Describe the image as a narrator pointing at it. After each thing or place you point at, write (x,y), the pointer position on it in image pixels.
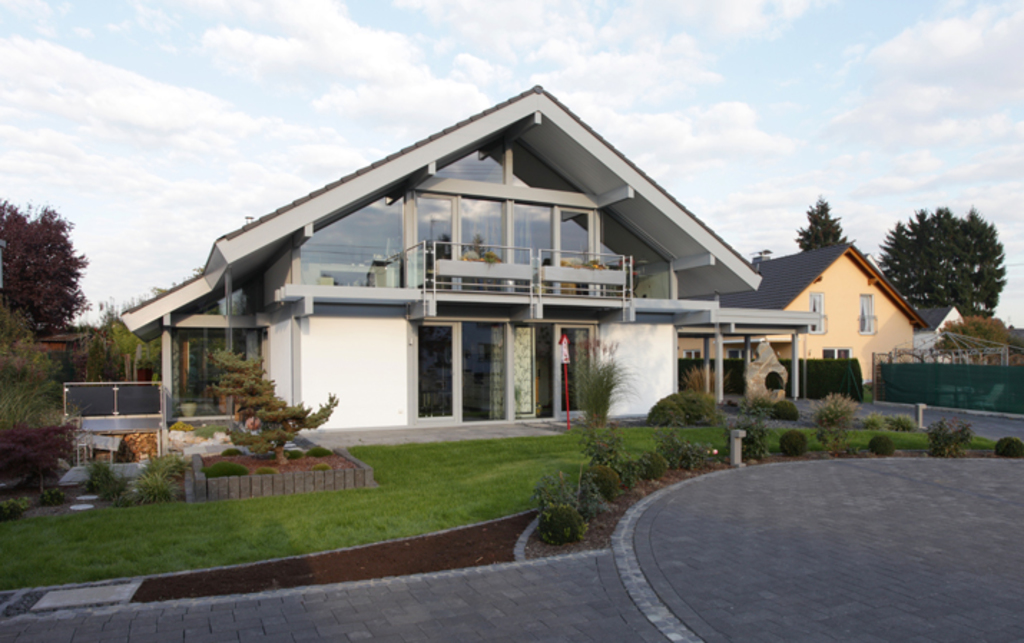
Here in this picture we can see houses (488,306) present all over there and we can see plants (239,388) and trees (118,331) present here and there and we can see the ground (474,455) is covered with grass (479,455) over there and we can see clouds (204,125) in sky (345,110).
